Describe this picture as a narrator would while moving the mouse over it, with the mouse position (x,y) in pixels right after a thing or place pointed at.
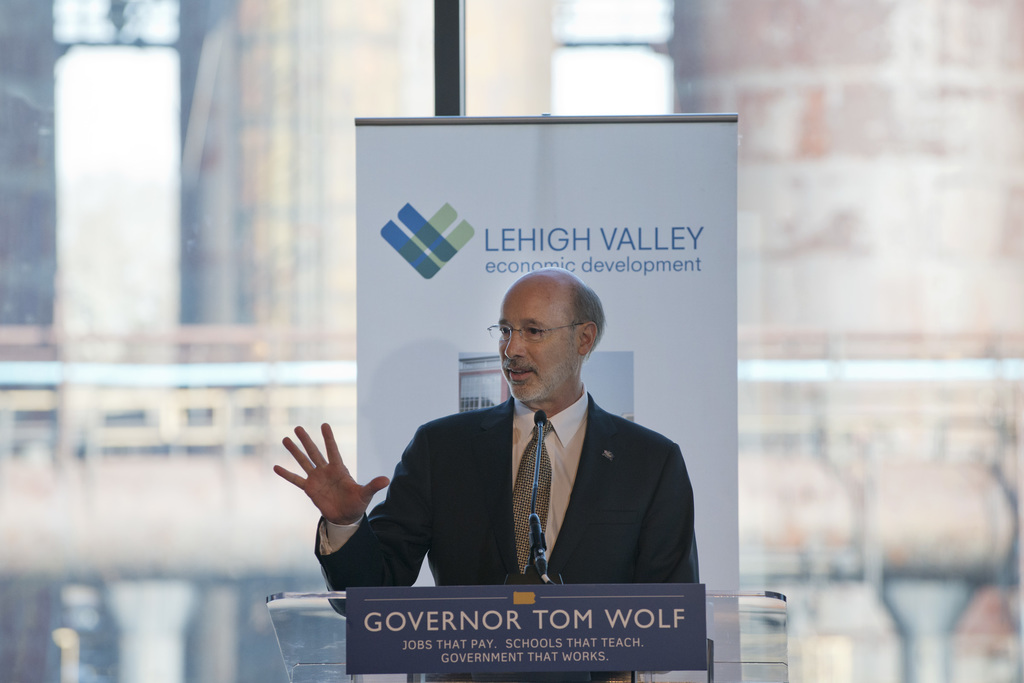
In this image I can see the person (607,534) and the person (621,490) is wearing black blazer (615,511), cream color shirt (572,459) and brown color tie (523,482). In front (615,613) I can see the podium (476,641) and a microphone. Background (501,173) I can see the banner (575,168) in white color and I can also see the glass door (391,66).
